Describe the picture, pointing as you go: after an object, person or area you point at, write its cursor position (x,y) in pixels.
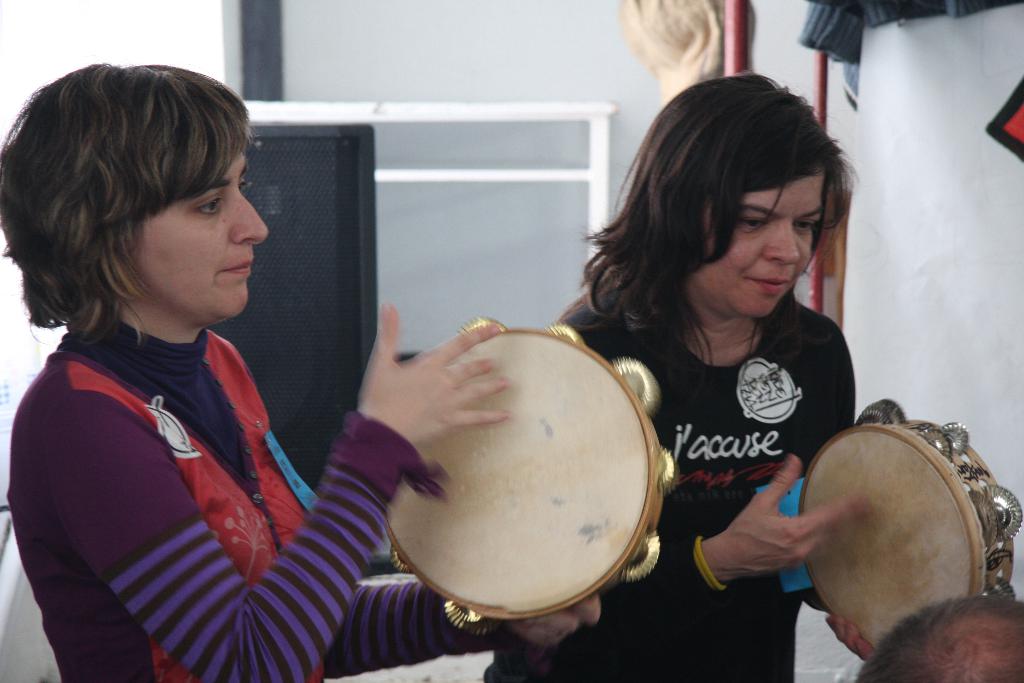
In the center of the image (618,324) there are women (209,525) playing musical instruments (840,442). In the background of the image (453,84) there is wall (346,84). There is a speaker (299,196).
